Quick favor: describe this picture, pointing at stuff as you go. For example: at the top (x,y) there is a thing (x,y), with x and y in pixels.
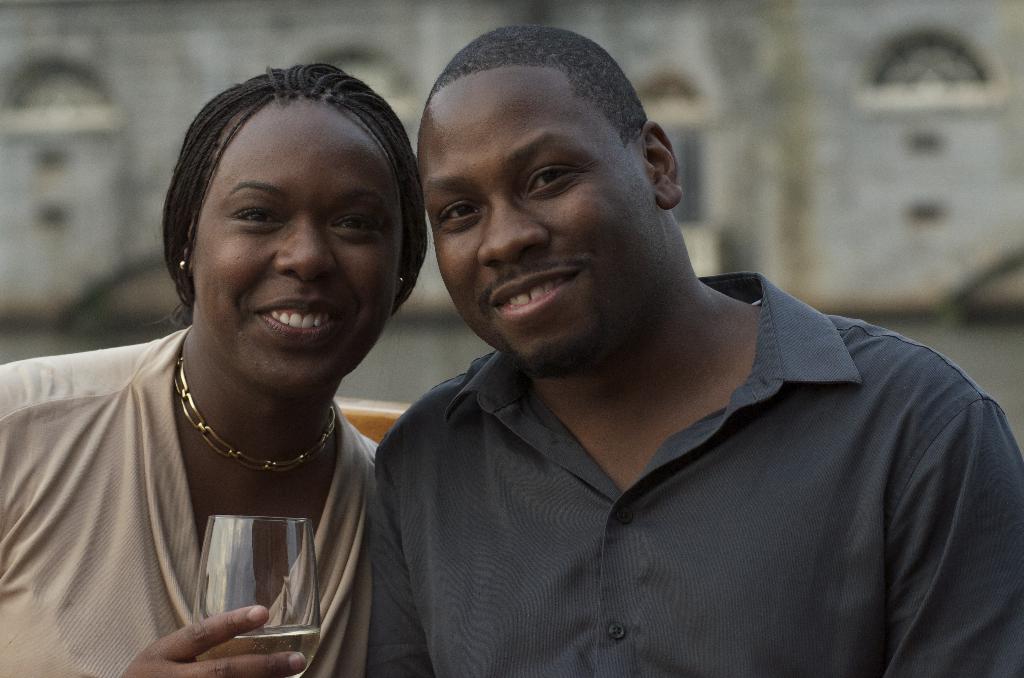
In this image we can see there is a boy (385,446) and a girl (253,449) with a smile on their face (352,351) and the girl (165,490) holding a glass of drink (271,636). The background (800,98) is blurred.
